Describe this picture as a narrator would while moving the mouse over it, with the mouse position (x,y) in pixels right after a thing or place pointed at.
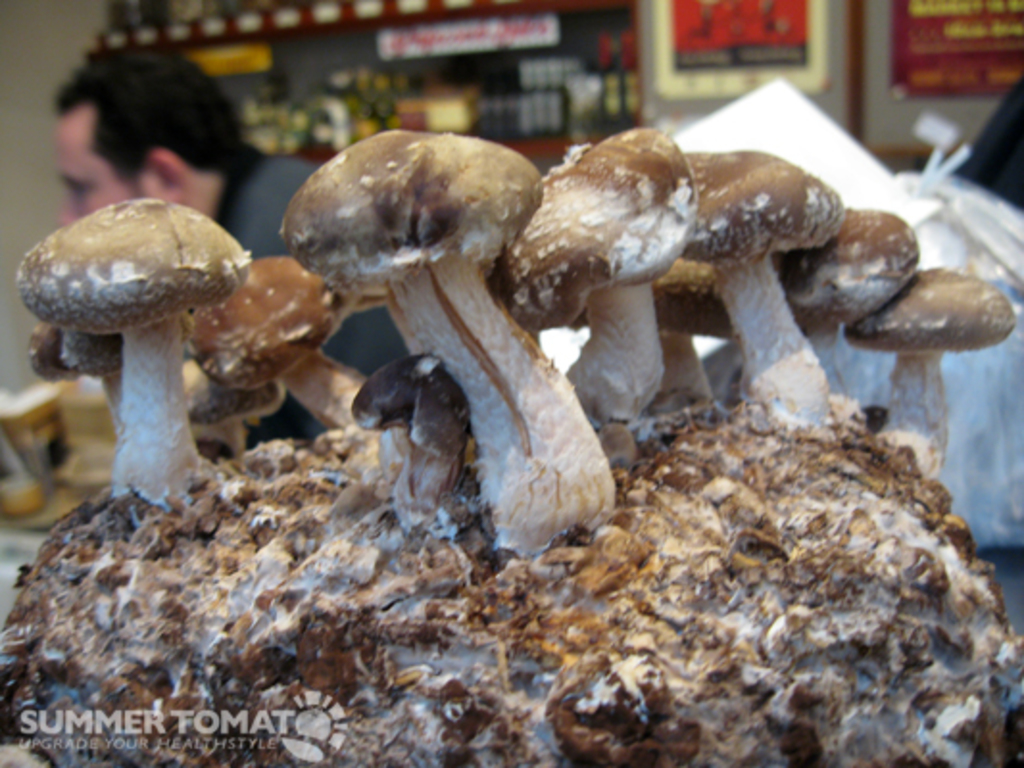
In this image I can see few mushrooms (500,450) which are brown, black, cream and white in color on the object (354,545) which is brown and cream in color. In the background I can see a person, the wall (13,38), few white colored plastic bags (930,252) and few other objects (504,89).
